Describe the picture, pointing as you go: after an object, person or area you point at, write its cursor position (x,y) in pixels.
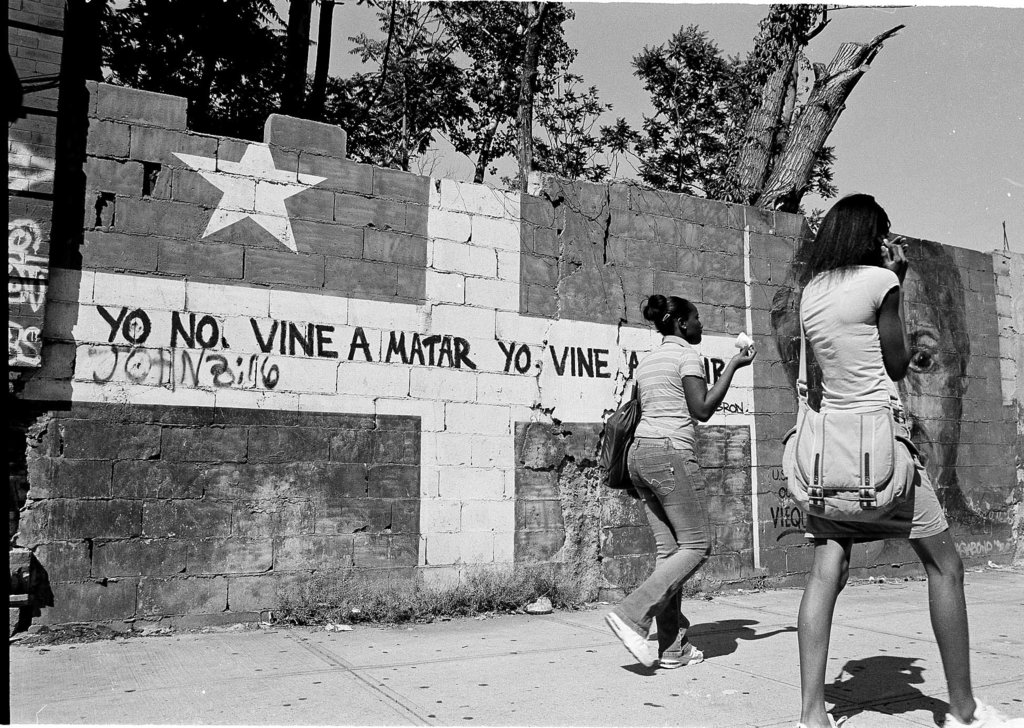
In this picture there are two girls (662,325) on the right side of the image (774,508) and there is a wall (304,363) in the center of the image (502,376) and there are trees (233,80) at the top side of the image (413,140).
